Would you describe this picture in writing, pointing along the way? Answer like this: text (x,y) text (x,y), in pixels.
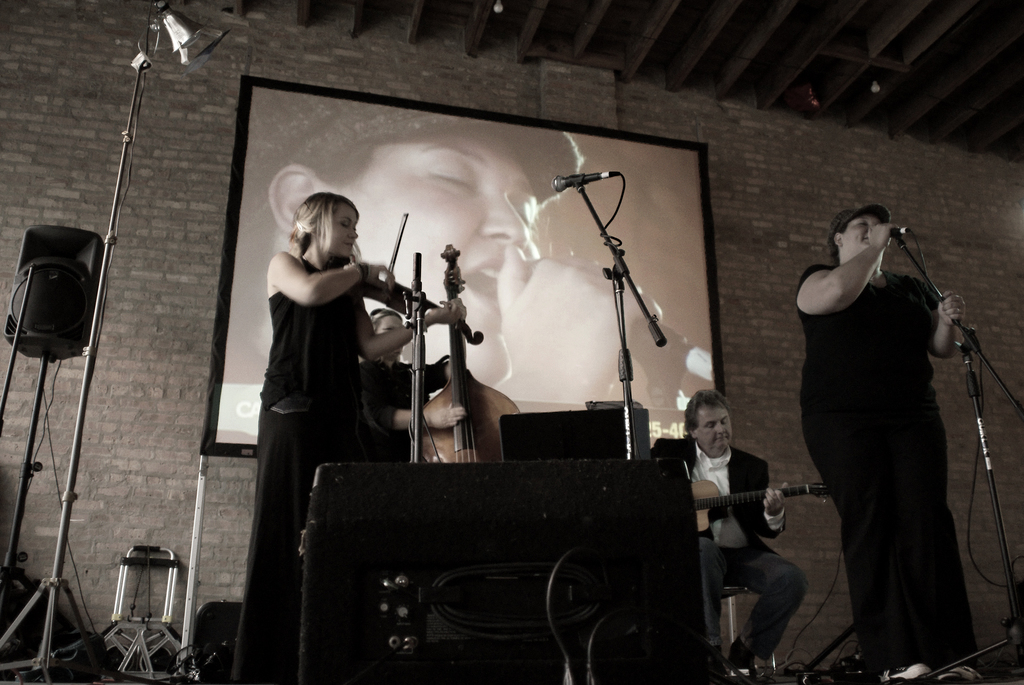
In this picture there are many musicians (318,432) dressed in black among them a girl (352,427) is playing violin (378,293) and in the background (727,477) two musicians (714,474) are playing bass (470,445) and guitar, to the right side of the image (850,307) there is a lady (885,485) singing.
